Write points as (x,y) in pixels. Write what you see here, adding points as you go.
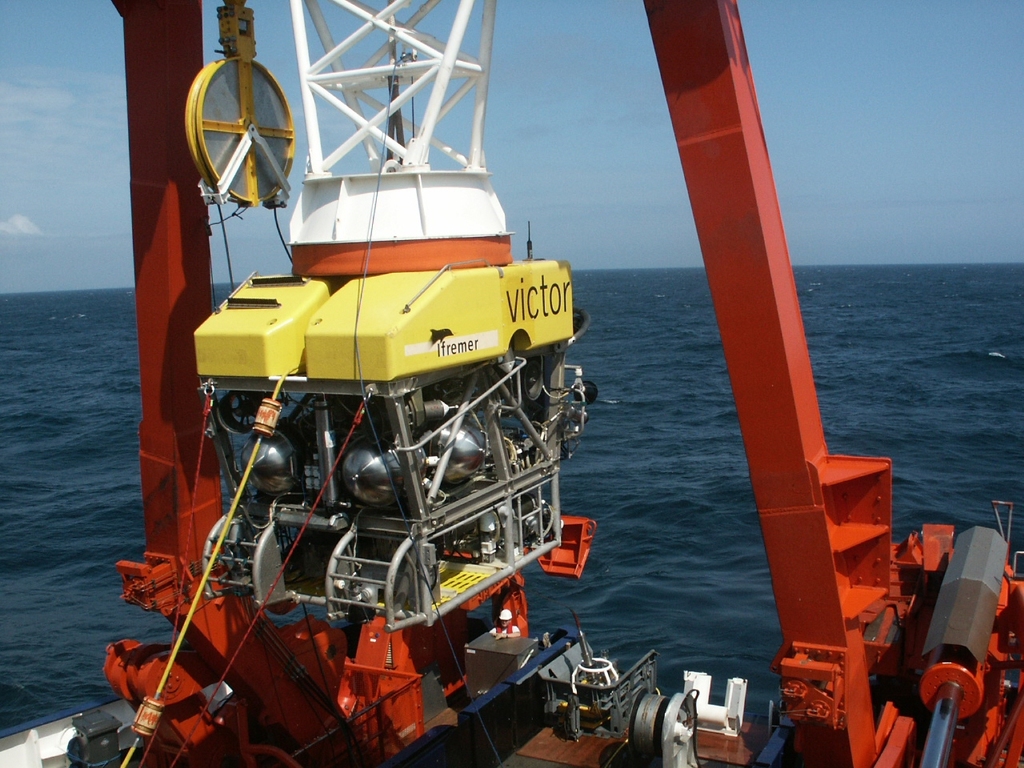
In this image we can see a machine (487,335), some metal poles (454,68), metal frame (418,151) and a rope (267,410) on the deck (602,757). We can also see a large water body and the sky (407,109) which looks cloudy.
